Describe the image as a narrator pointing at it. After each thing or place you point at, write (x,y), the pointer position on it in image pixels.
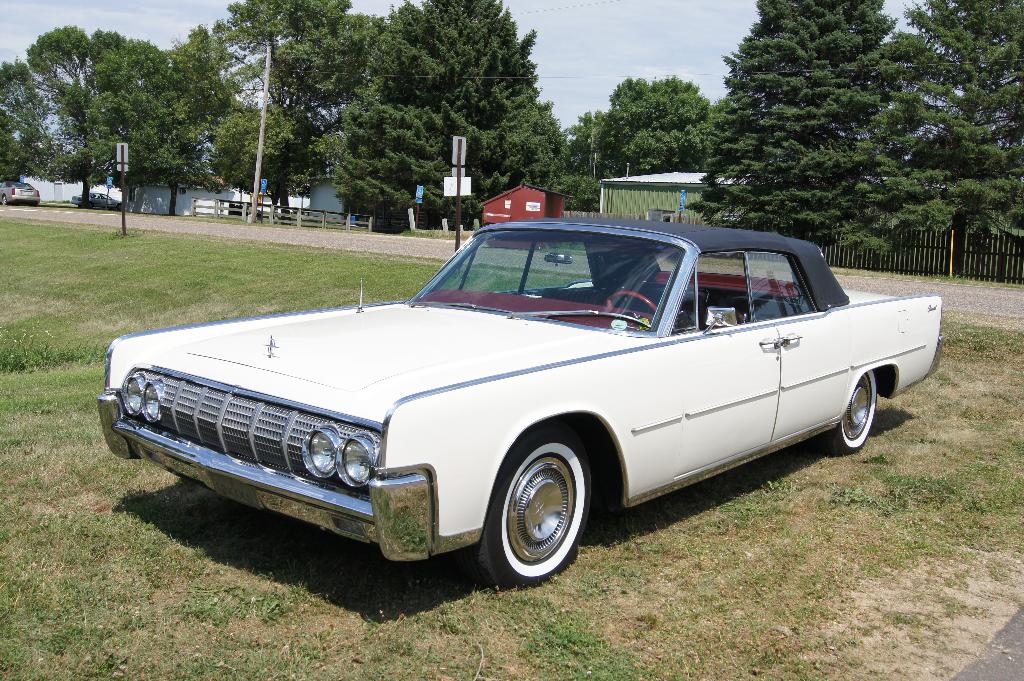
In this picture we can see the white color classic car (530,521), parked in the ground (252,533). Behind we can see some trees (620,171) and green shed house (657,200).
